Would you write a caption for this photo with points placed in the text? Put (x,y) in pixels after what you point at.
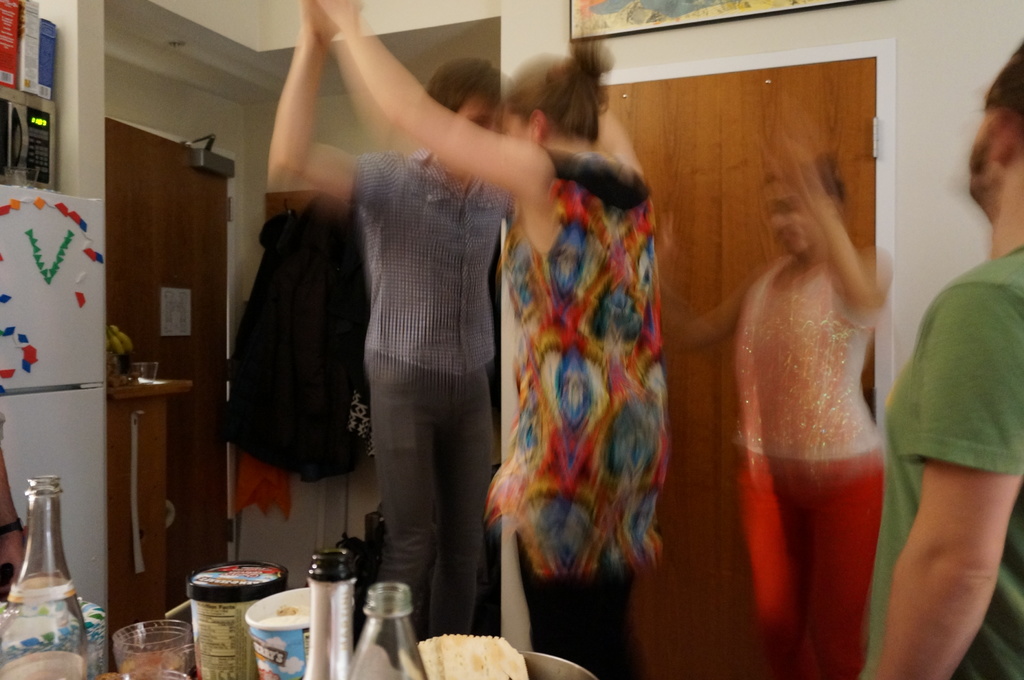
In this picture we can see people (438,568). We can see bottles (54,645), glasses (135,675) and objects (228,629) on the platform (197,660). We can see stickers (64,252) on refrigerator (87,383), beside the refrigerator (87,383) we can see glass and objects (120,377) on the wooden platform (126,396) and above the refrigerator (20,219) we can see boxes (35,35) on oven (49,139). In the background (159,202) we can see doors (195,177) and frame (639,9) on the wall (279,39).
